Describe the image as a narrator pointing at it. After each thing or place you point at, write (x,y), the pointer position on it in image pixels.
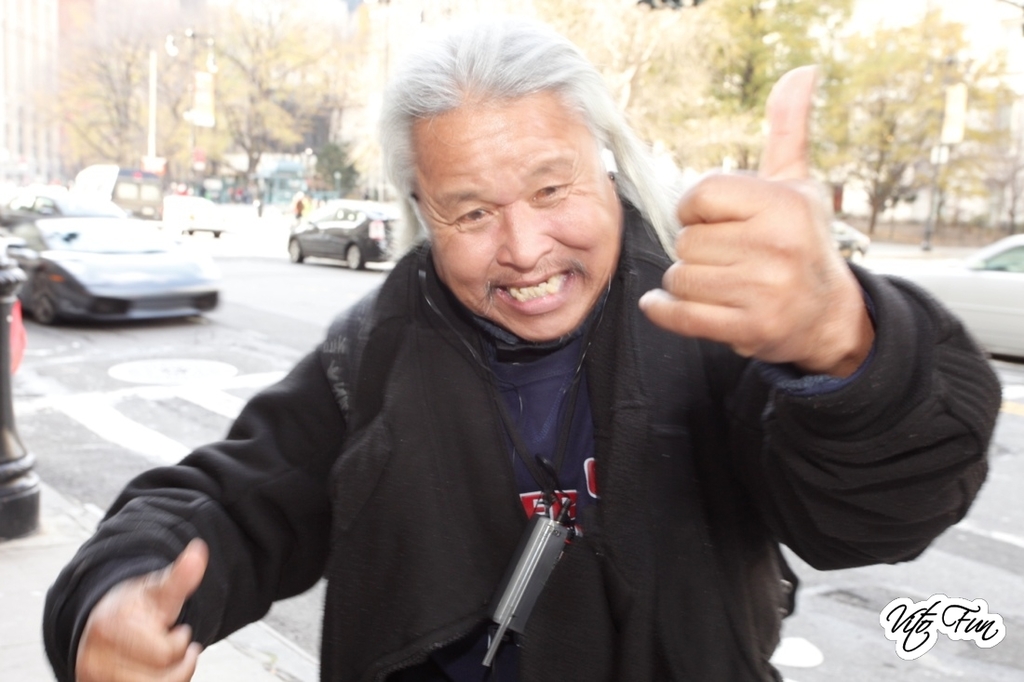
In this picture I can see a watermark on the image. Here I can see a man (483,391) is standing and wearing black color dress (502,568). In the background (211,274) I can see vehicles (191,278) on the road (326,285) and trees (607,68). On the left side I can see a black color object (7,324).
